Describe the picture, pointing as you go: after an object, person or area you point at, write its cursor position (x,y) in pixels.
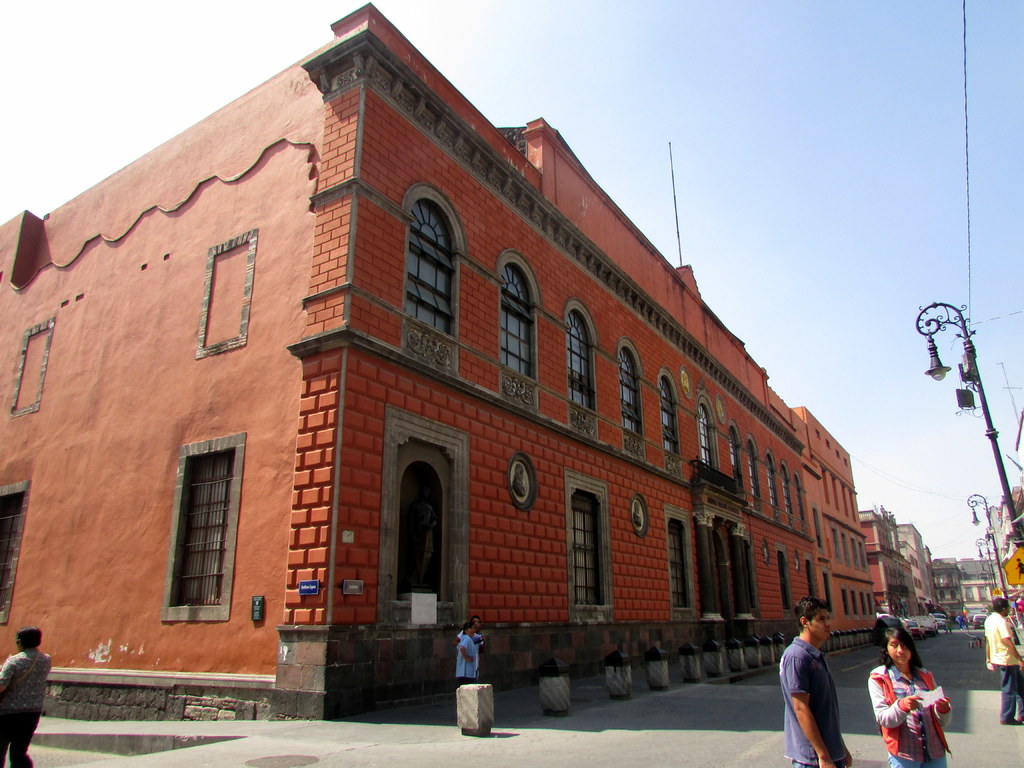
In this image at the center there is a road (728,703) and people (812,684) are walking on the road (852,654). On both right and left side of the image (241,527) there are buildings (739,525). At the right side of the image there are street lights (960,372). At the background (842,221) there is sky (796,91).
